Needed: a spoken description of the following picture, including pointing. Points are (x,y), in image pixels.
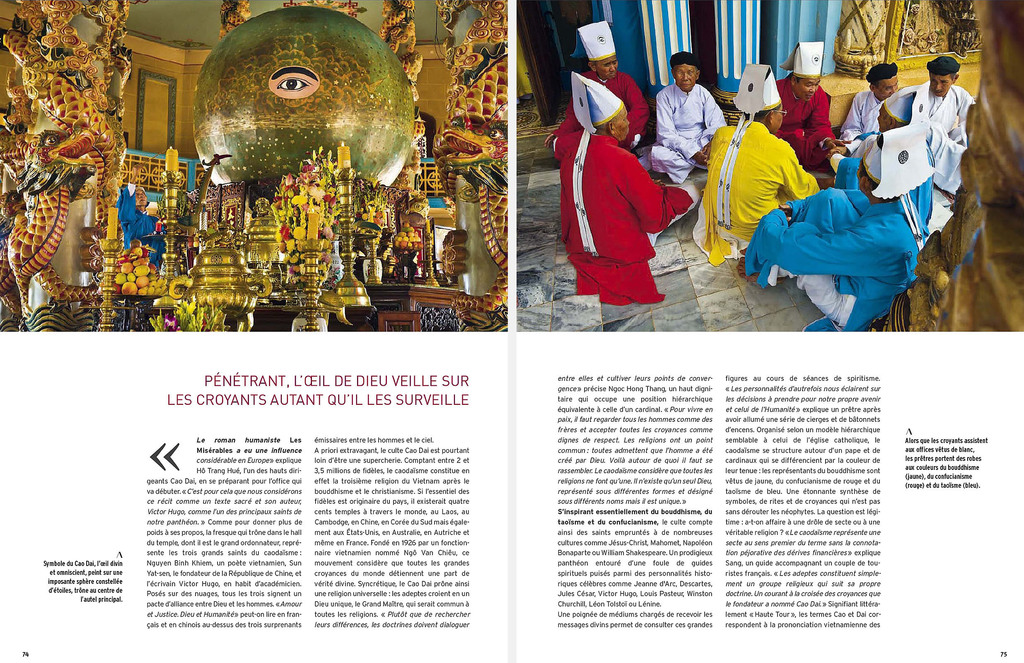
In this image, we can see two pictures (1008,308) and we can see some text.
